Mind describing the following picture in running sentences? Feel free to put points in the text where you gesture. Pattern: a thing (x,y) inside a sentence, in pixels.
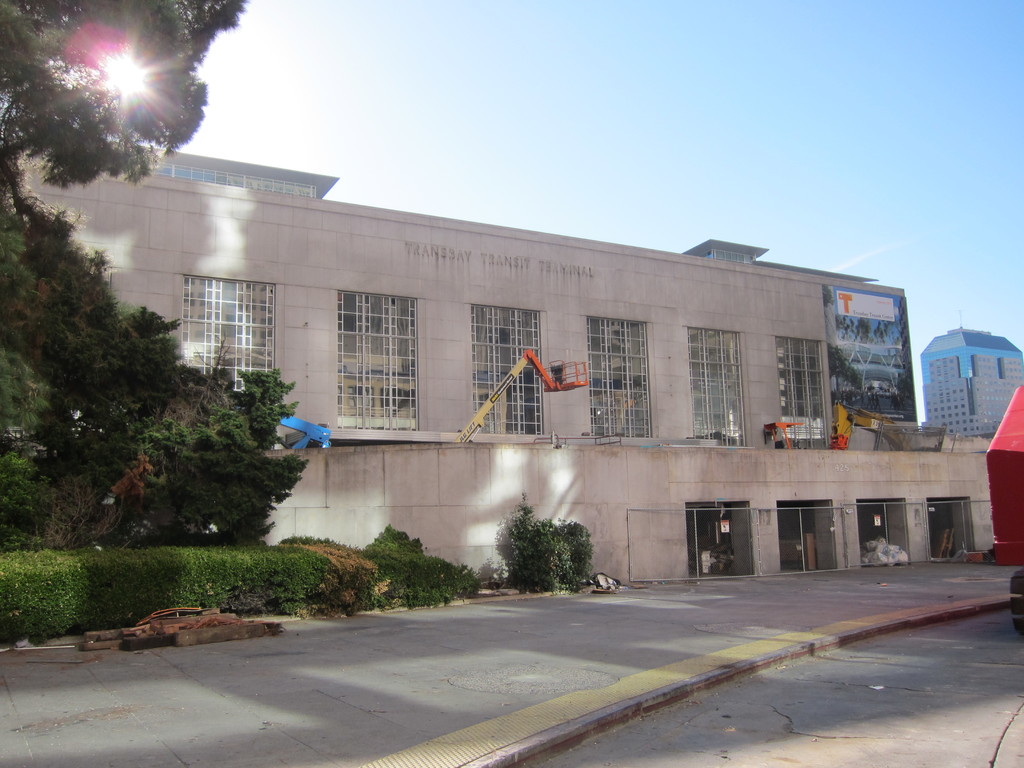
In this picture I can see buildings (719,423) and couple of cranes (553,387) and I can see trees (119,396) and plants (238,569) and I can see a blue cloudy sky (784,109).
